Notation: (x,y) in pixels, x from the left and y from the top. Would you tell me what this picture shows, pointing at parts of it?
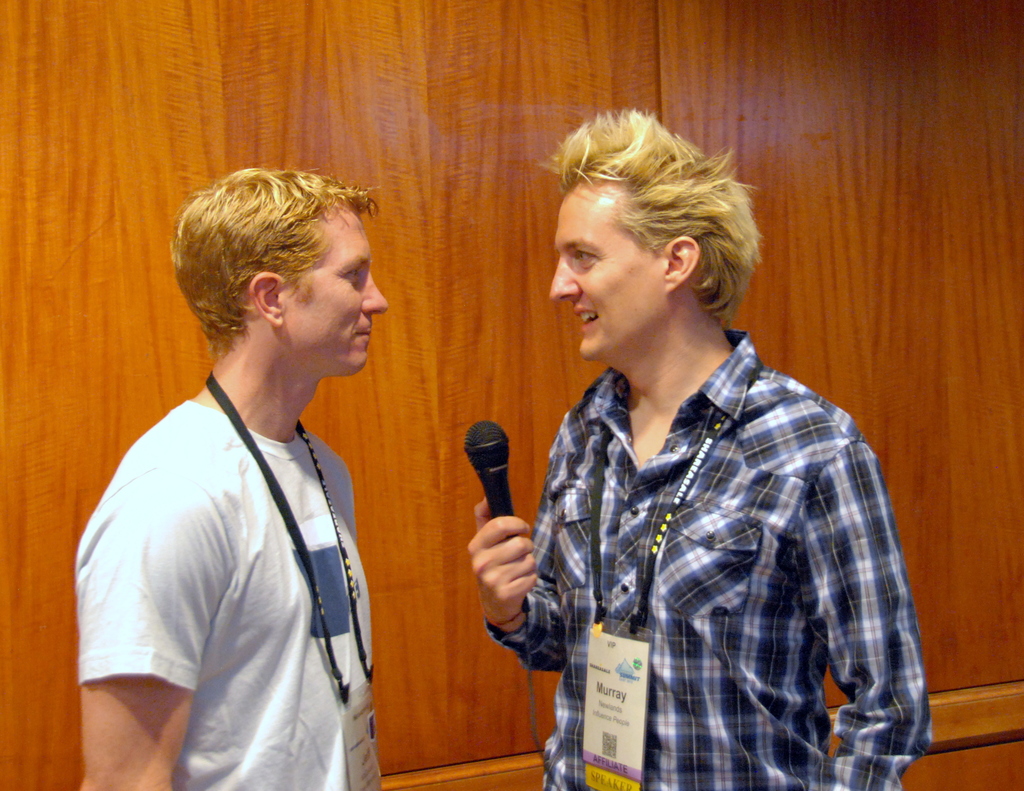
In the center of the image (353,357) there are two people (481,550) standing. On the right (801,639) there is a man (624,477) standing and holding a mic (503,489) in his hand (527,531) next to him there is another man (318,437) looking at him. In the background (465,125) there is a wall (562,102).
